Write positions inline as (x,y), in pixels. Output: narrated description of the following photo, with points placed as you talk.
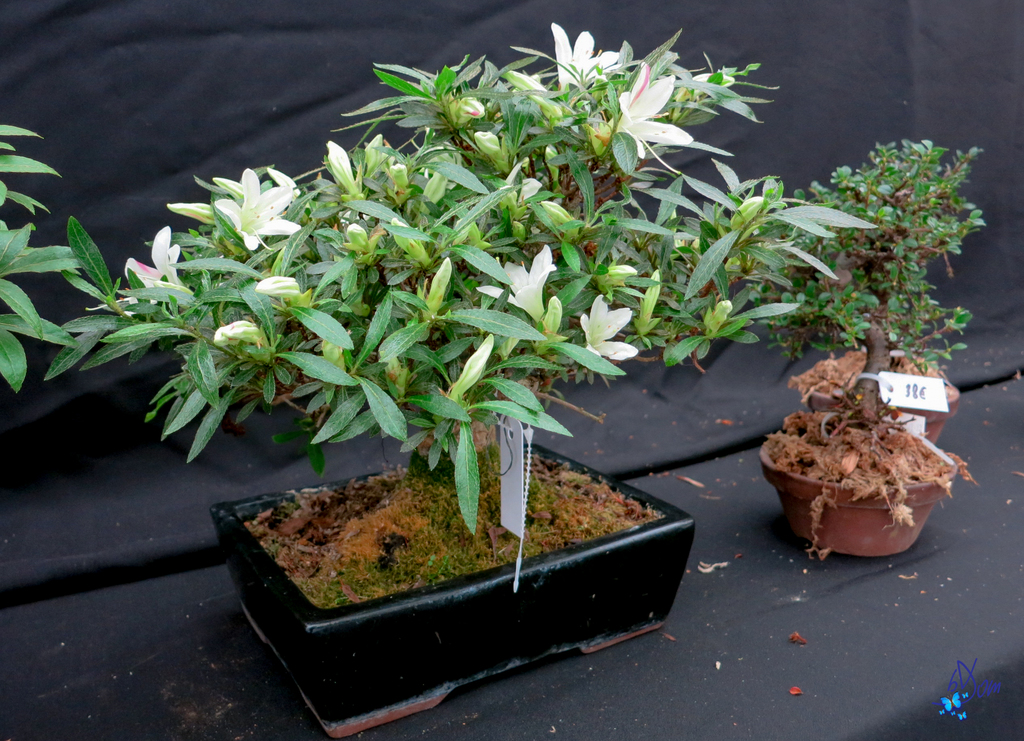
In the middle of the image (389,401) we can see some plants (468,76), on the plants (879,362) we can see some tags (505,506). Behind the plants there is cloth (372,27).
